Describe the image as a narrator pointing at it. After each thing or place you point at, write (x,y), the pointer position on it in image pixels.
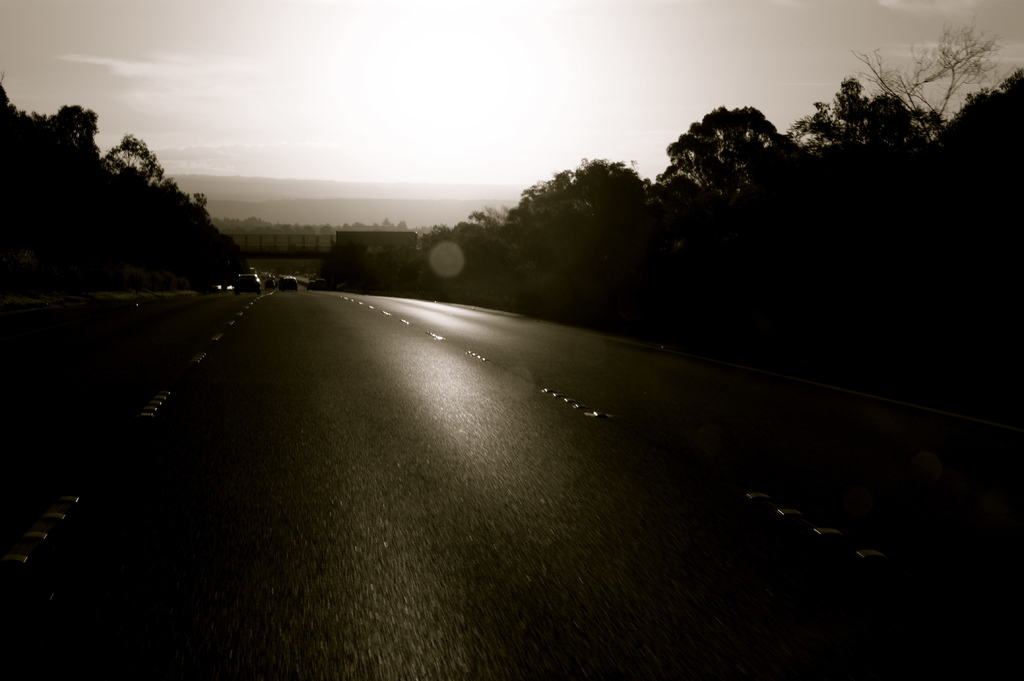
In this picture, we see vehicles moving on the road (121,399). On either side of the road (165,583), we see trees (427,258). At the top of the picture (368,69), we see the sky (255,150) and sun (441,55). This is a black and white picture and this picture is clicked outside the city.
